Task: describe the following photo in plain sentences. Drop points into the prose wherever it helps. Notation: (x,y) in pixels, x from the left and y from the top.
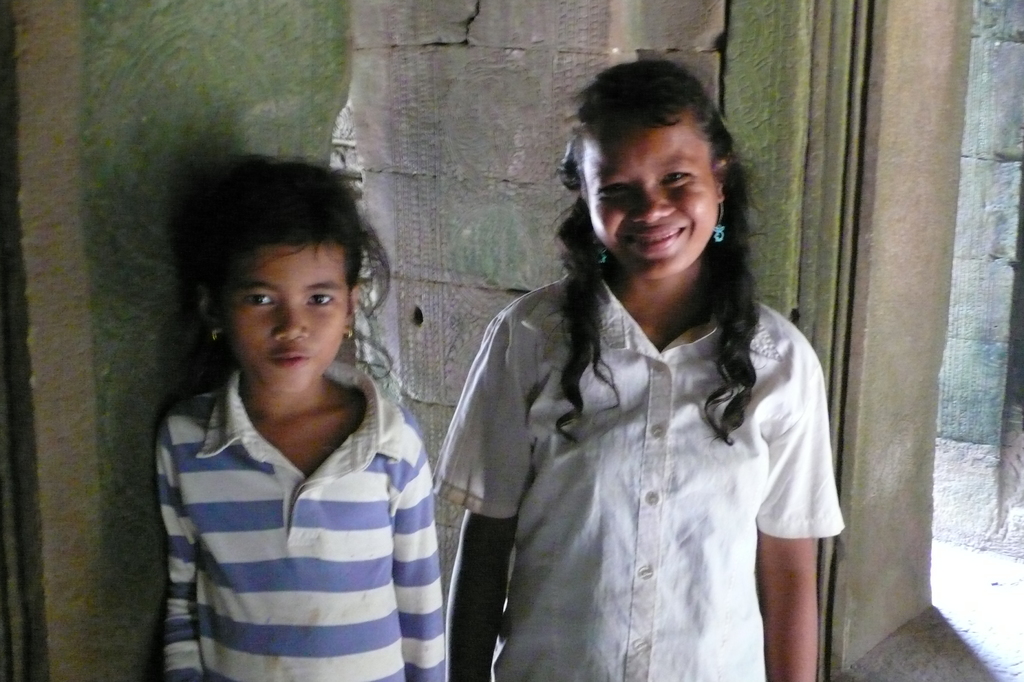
In the picture I can see two kids (469,436) standing and one of them is smiling and there is a stone wall (442,149) behind them.
